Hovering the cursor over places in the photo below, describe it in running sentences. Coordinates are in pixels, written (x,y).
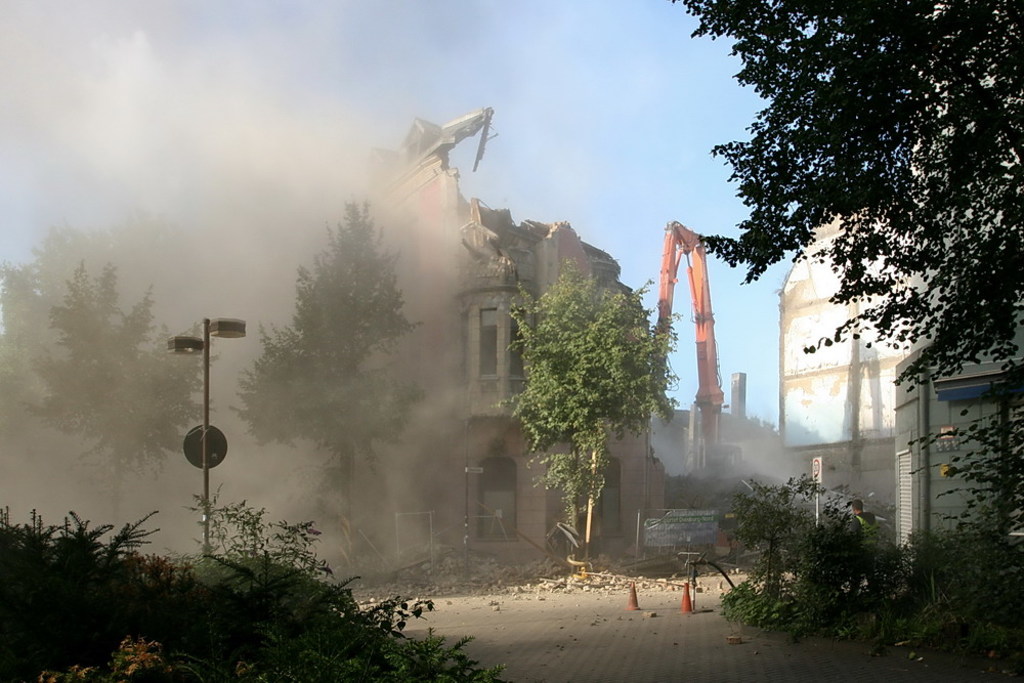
In this image we can see buildings (523,492) under excavation. There is a crane (718,438) and we can see trees (1008,389). There are boards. At the bottom (685,595) we can see traffic cones (635,608). In the background (527,71) there is sky (494,68).
